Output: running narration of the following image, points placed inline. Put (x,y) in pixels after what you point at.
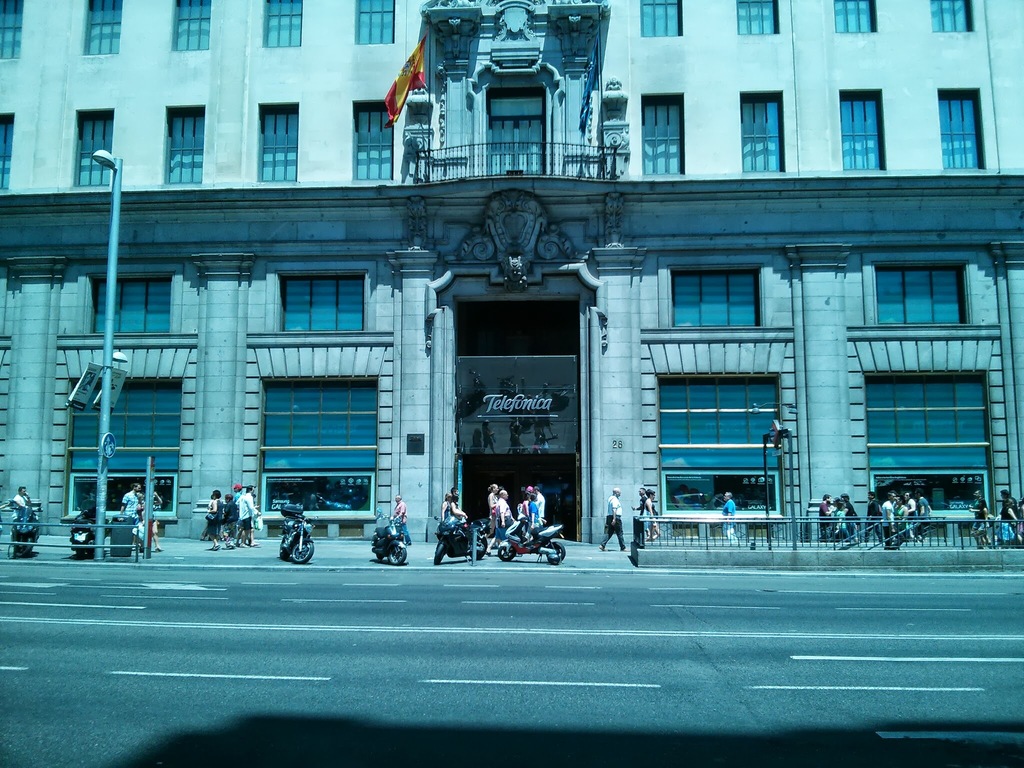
In this image there is a building (539,256) at middle of this image (535,274) and there is a flag (418,87) in top of this image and there is one pole (98,534) at left side of this image (100,459) and there are some persons (135,519) and there are some bikes (304,530) at bottom of this image (476,536) and there is a road (400,581) at below of this image.
